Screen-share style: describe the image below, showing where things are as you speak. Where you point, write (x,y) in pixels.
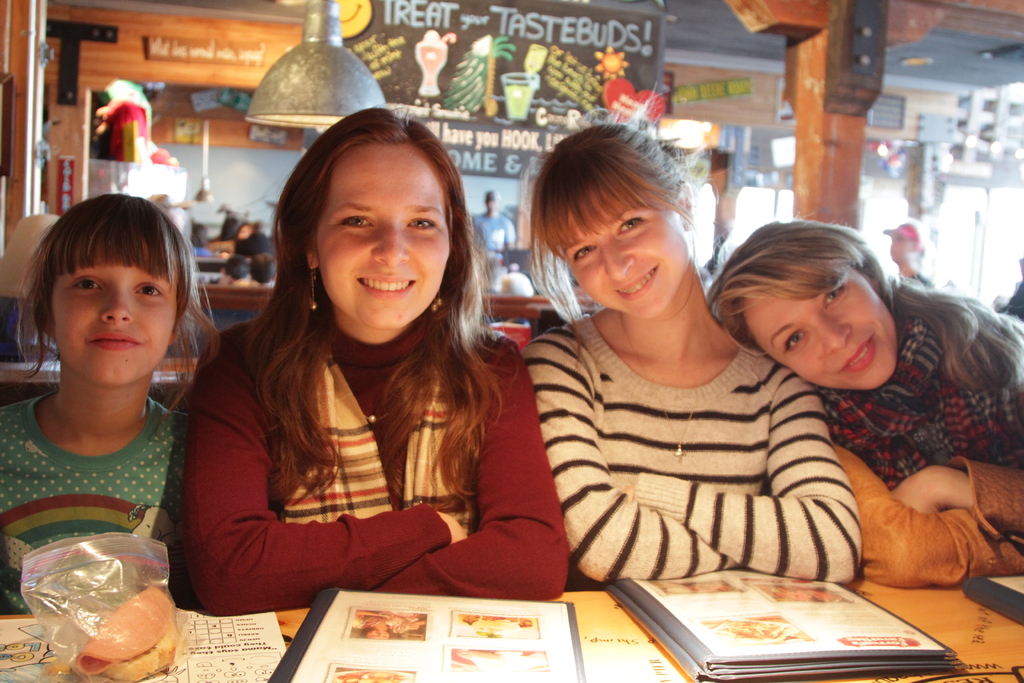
In this picture we can see a group of girls (424,373), they are smiling, in front of them we can see menu cards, paper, polythene cover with food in it and these all are on a platform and in the background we can see people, pillar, lights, posters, wooden objects (518,314) and some objects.
